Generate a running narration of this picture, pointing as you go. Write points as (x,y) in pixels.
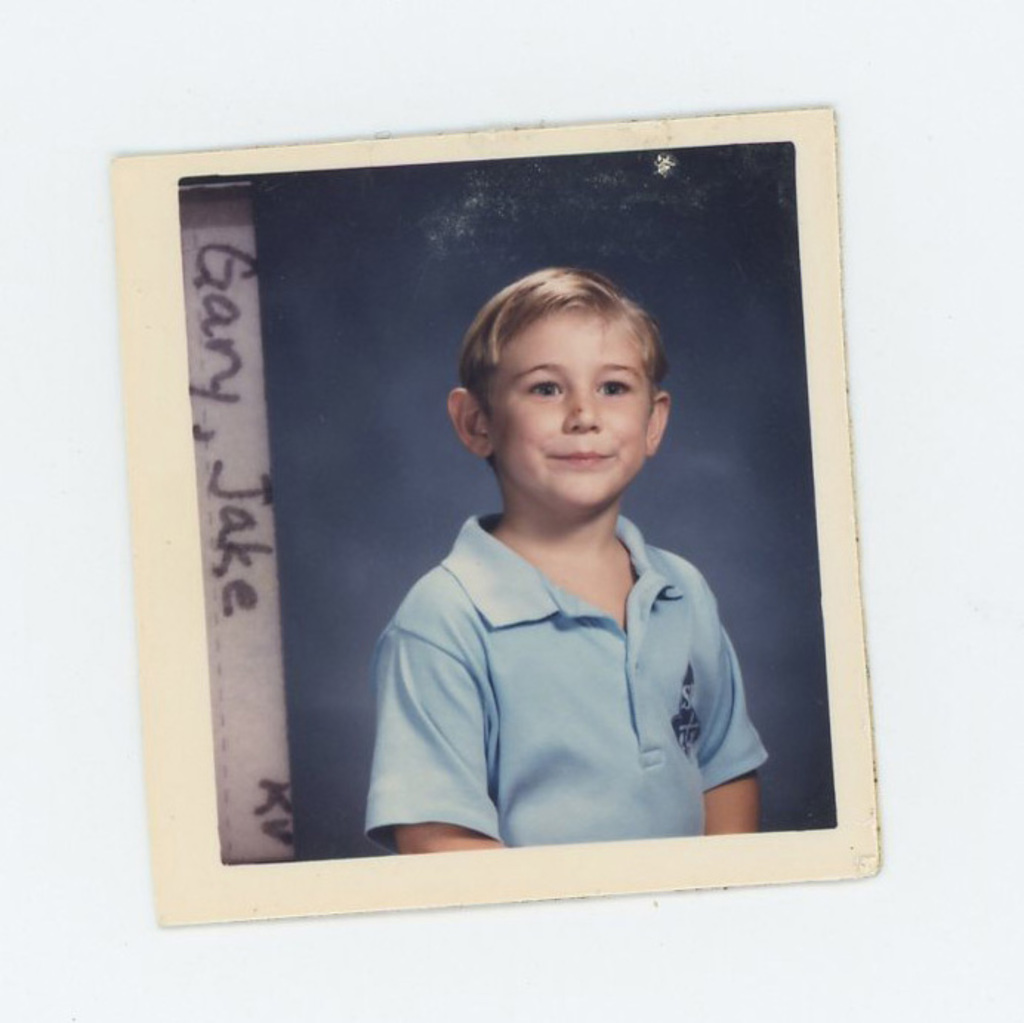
In this image there is a photo frame (491,512) on the wall (626,958). In the photo frame (368,514) there is a depiction of a person (537,609) and there is some text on it.
